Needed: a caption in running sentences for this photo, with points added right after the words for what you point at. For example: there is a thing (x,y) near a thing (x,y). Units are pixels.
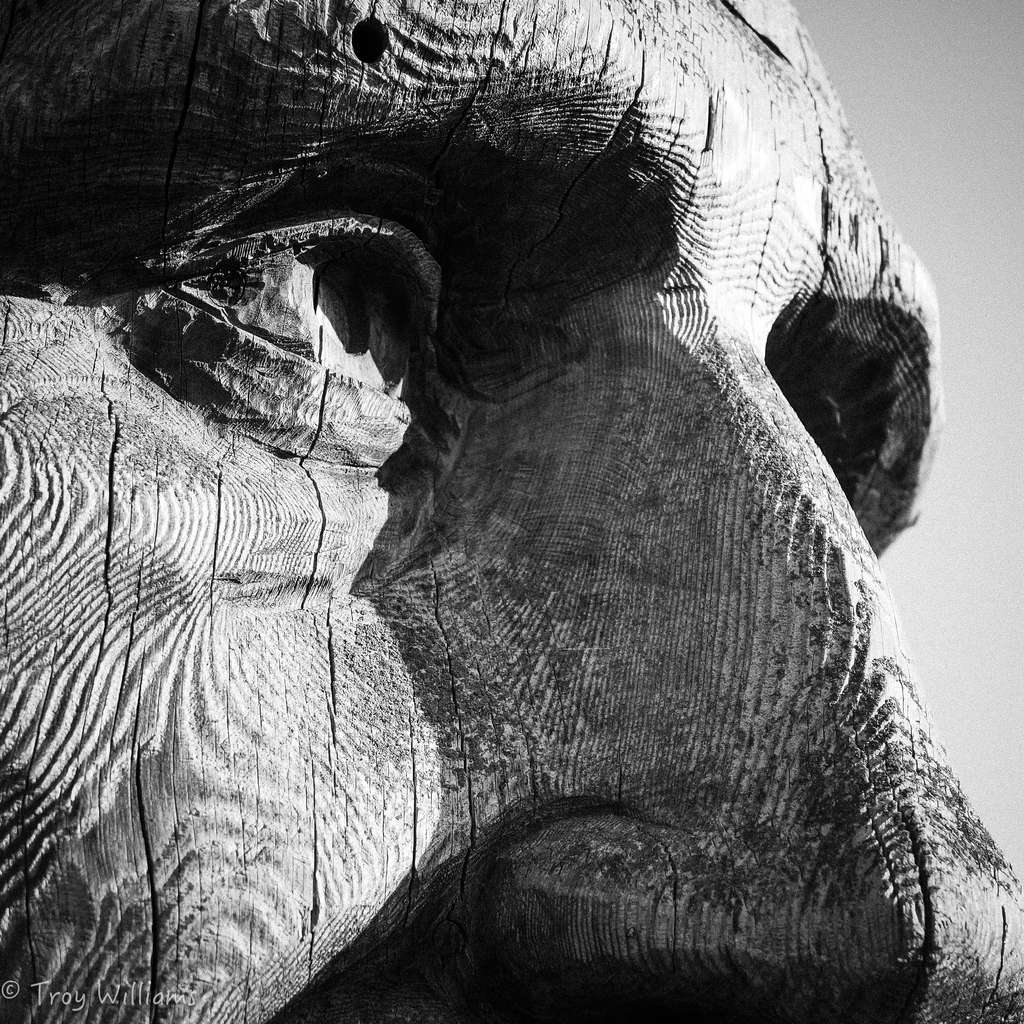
This is a black and white image, where there is a statue (380,421) of a person (276,854), and there is a watermark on the image.
